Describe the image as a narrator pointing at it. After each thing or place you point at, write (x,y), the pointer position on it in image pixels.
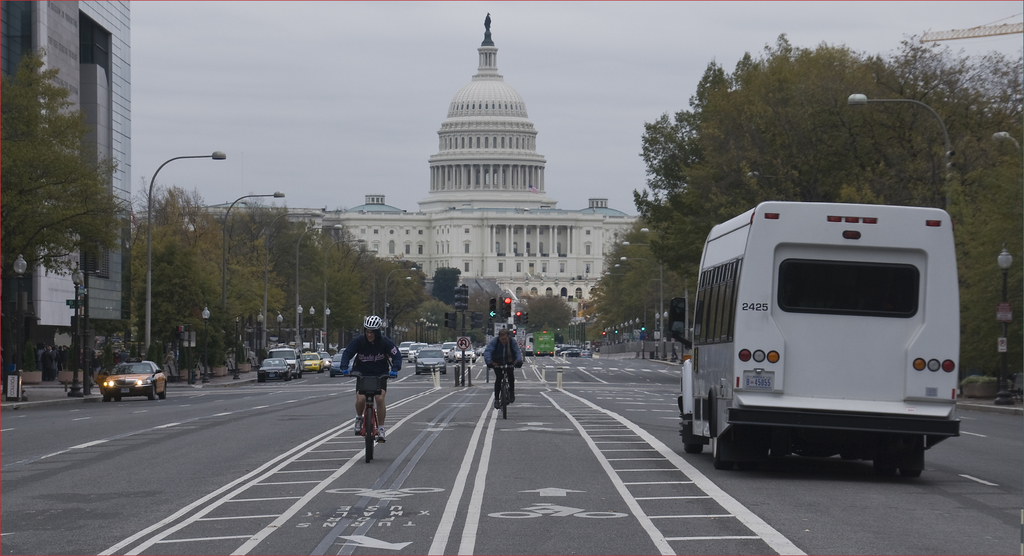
In the middle (362,365) 2 persons (358,432) are riding the cycles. On the right side (858,264) a vehicle (852,350) is moving on the road (468,498), it is in white color. In the middle (534,223) it is a white house (537,237), there are trees (372,293) on either side of this road (548,388).
